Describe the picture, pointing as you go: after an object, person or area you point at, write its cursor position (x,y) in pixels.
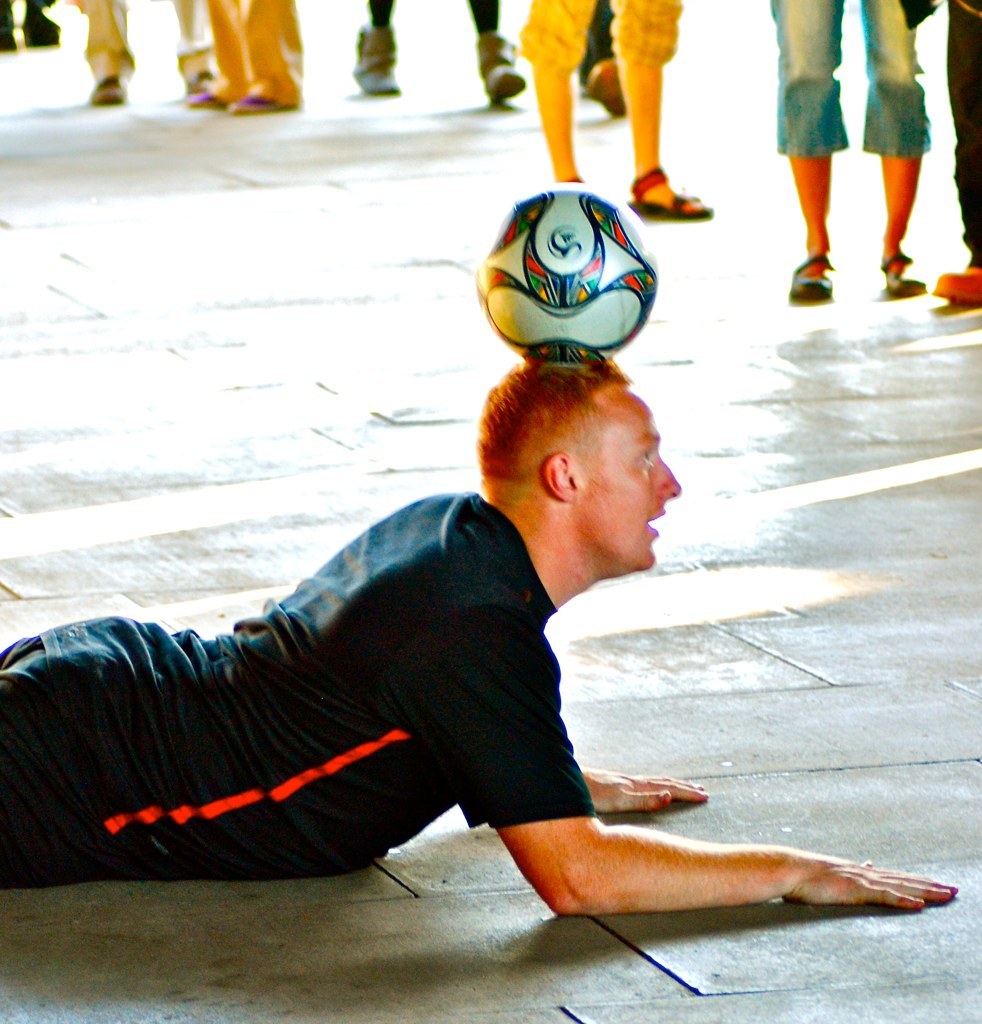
In this picture I can see a man (375,652) laying on the floor (213,472) and I can see a ball (603,284) on his head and looks like few people (655,18) standing and couple of them (488,25) walking.
